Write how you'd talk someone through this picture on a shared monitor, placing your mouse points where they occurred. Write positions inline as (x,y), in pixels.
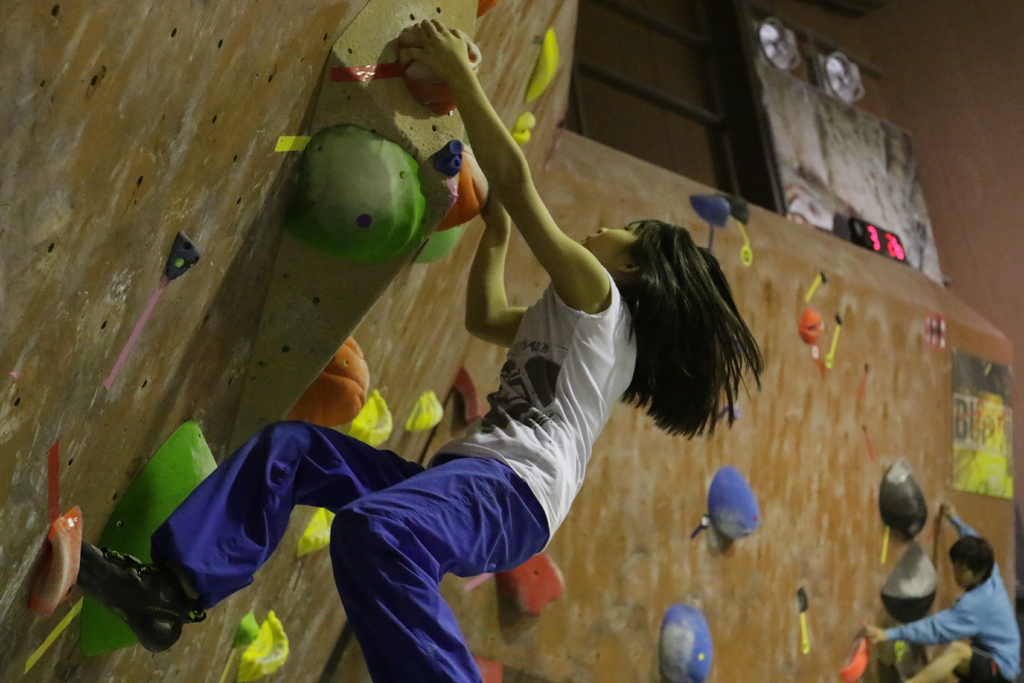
In this image there is a wooden wall (793,566) towards the bottom of the image (712,519), there are objects (343,132) on the wall (762,397), there is a girl (371,479) climbing the wall (372,364), there is a boy (956,576) climbing the wall (941,569), there is a screen (889,242), there are numbers (890,245) on the screen (890,251), there is a metal object (730,135) towards the top of the image (664,103), there are objects (857,87) that looks like a light (852,70), there is a wall (937,101) towards the right of the image (1000,112), there is a board (969,414) on the wall (950,418) towards the right of the image (966,419), there is text (982,415) on the board (974,435).
